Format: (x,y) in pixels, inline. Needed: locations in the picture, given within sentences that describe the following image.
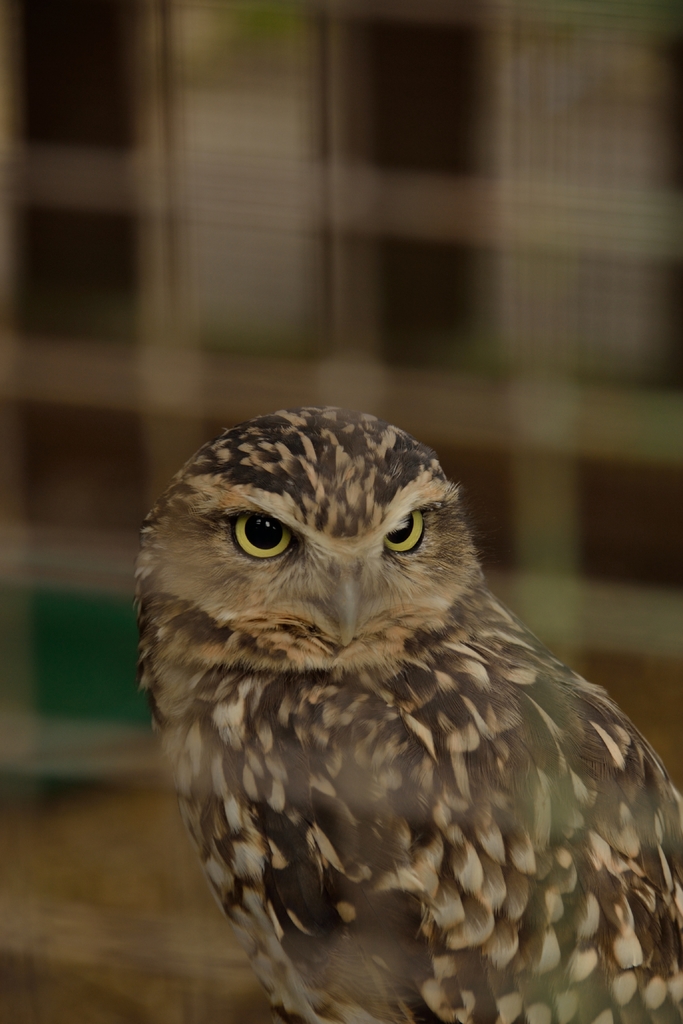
In the picture I can see a bird (358,730) called owl (412,614).
